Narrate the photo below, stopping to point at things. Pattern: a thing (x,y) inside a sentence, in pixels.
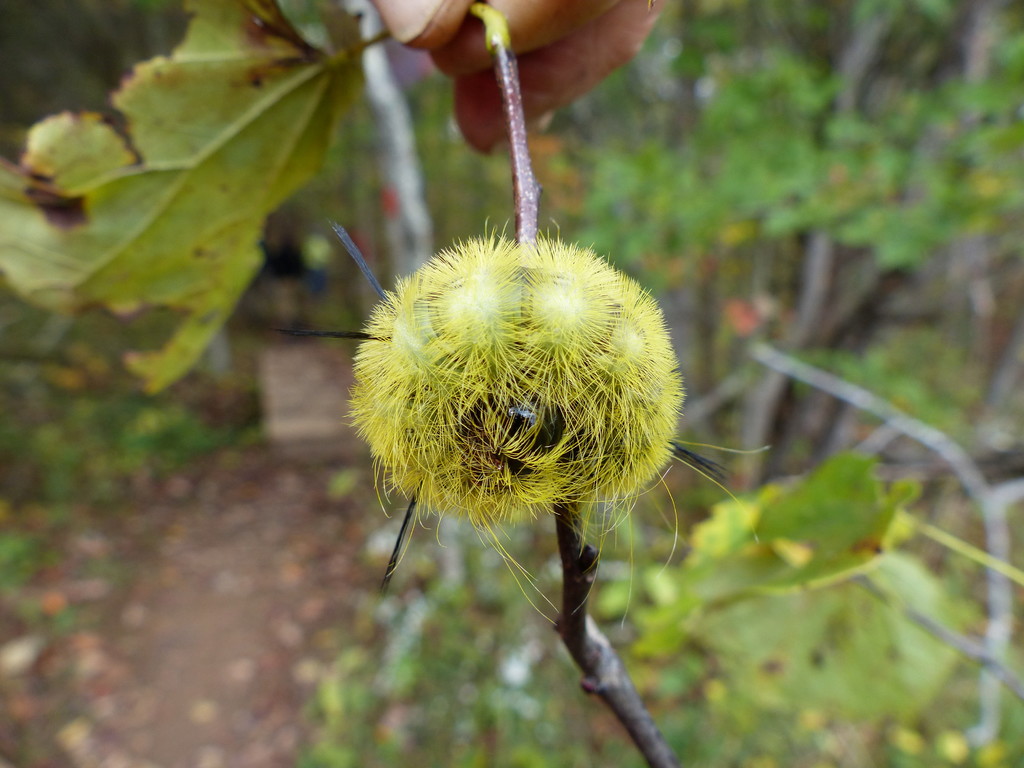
In this image we can see a plant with a caterpillar (511,372) on it, there are trees (856,197) and ground (253,513), on the ground (168,587) we can see leaves (140,615).
